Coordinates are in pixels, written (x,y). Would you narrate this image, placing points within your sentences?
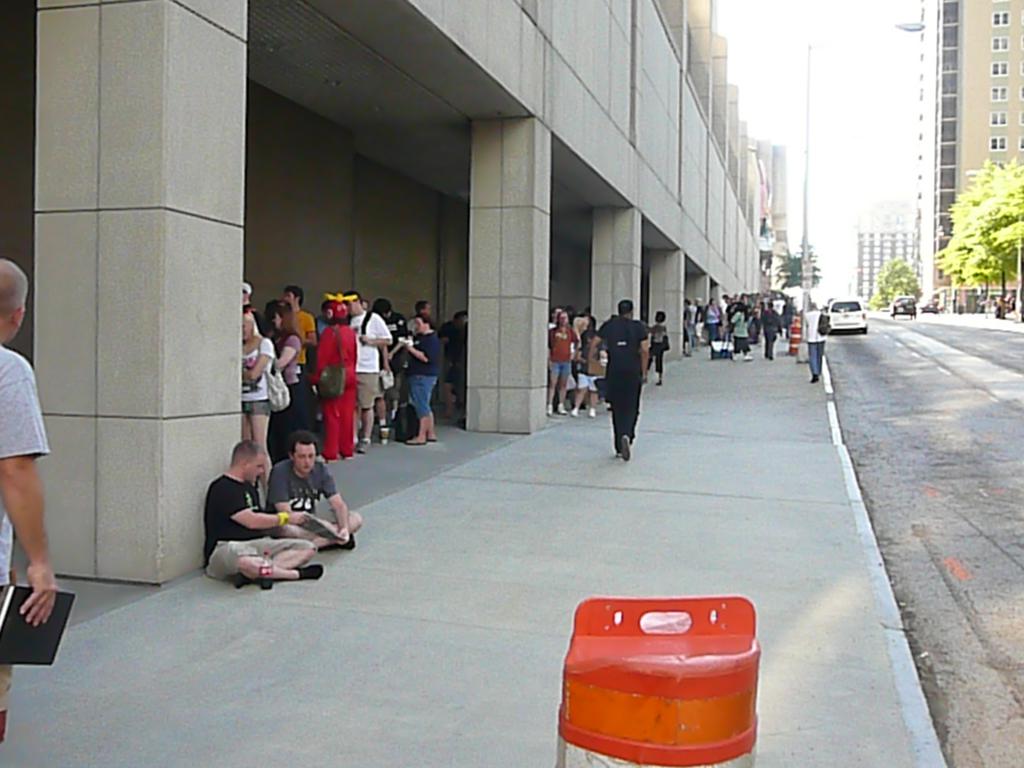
In the foreground (683,668), I can see an object (674,659), crowd (206,531) and vehicles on the road (855,356). In the background (661,242), I can see buildings (896,230), trees (983,222), fence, poles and the sky (916,81). This picture might be taken in a day.
